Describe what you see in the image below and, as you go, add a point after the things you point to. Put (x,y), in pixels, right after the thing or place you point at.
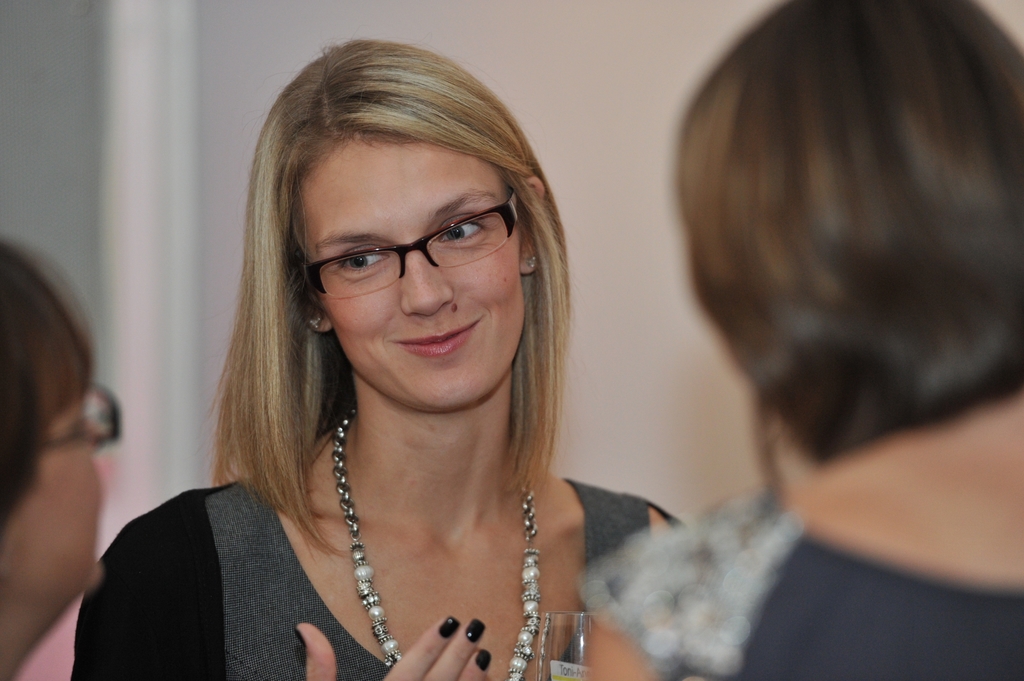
In this image I can see three women's (17,315). In the background (150,33) I can see a wall (341,29) and a curtain (153,309). This image is taken may be in a hall (687,273).
